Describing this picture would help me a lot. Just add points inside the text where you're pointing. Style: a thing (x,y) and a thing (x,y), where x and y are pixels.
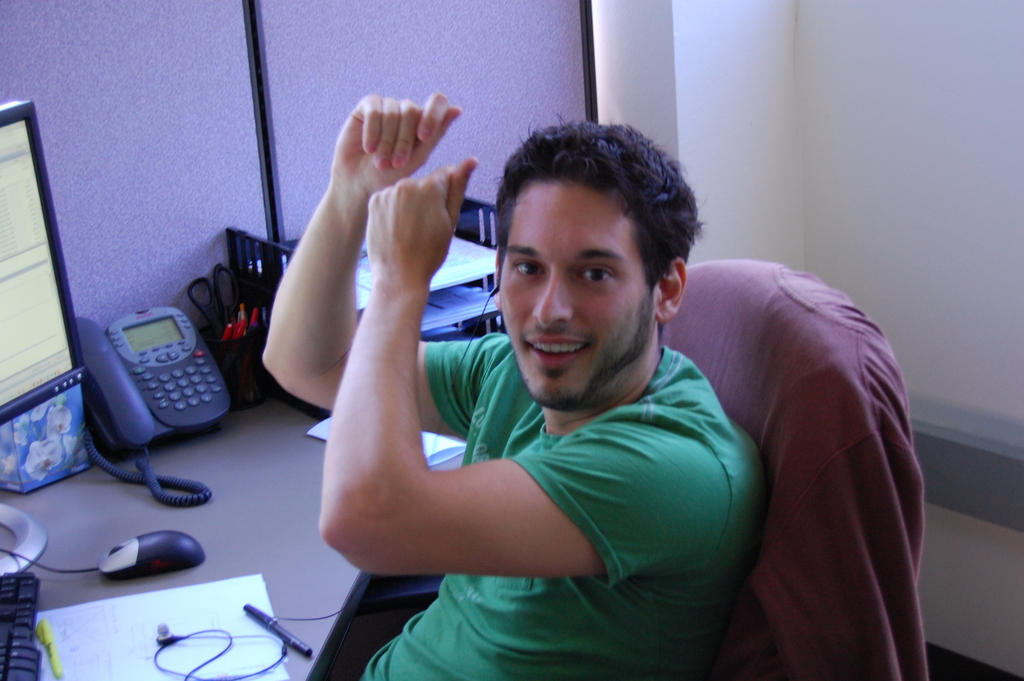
In the picture we can see a man (688,357) sitting on a chair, man (661,369) is wearing a green T-shirt (677,378) near the desk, on the desk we can see a system (32,678), monitor (56,232), telephone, mouse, papers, pen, wires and some papers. In the background (53,120) we can see a white wall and a blue wall (67,116).
